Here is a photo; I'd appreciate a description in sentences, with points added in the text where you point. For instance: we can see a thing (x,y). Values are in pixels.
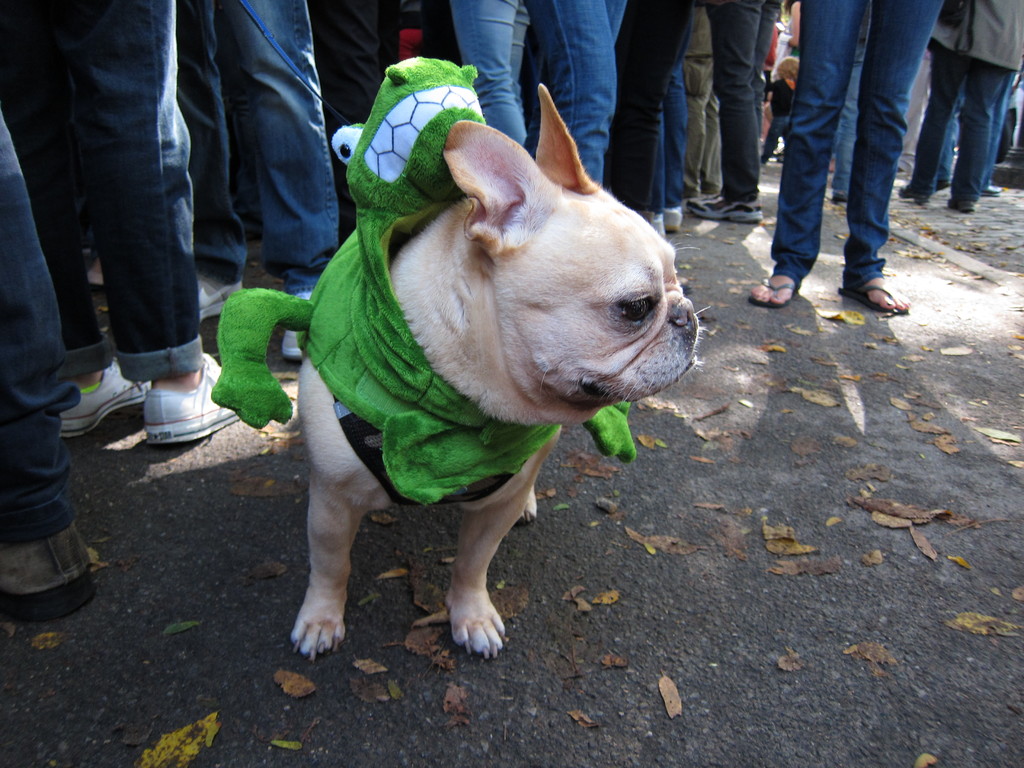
Here we can see a dog (470,508) is standing on the road (595,650) and there is a toy (426,470) tied to the dog (510,319). In the background (158,280) we can see few persons legs (308,203) on the road (937,690).
